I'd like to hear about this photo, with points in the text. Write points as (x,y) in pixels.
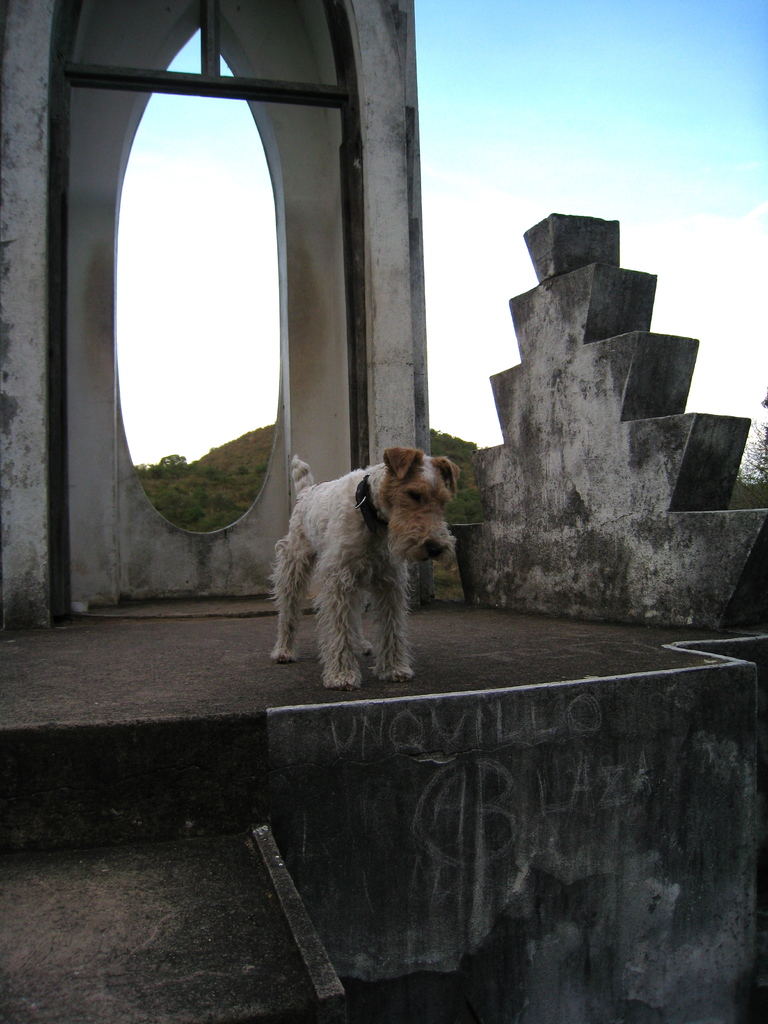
This is a dog (407,607) standing. This looks like a stone arch (342,143). I can see a hill (245,448) with the trees (206,500). This looks like a wall (605,399).
